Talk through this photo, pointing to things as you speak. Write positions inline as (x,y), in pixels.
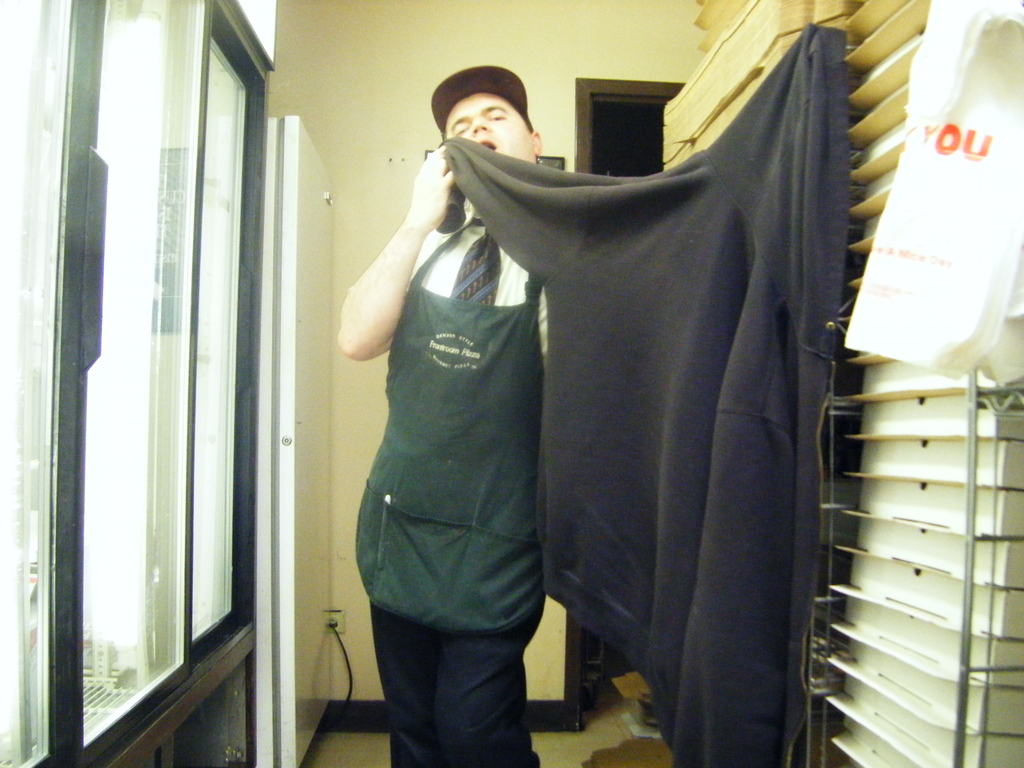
In the image there is a man (460,254) in apron (487,441) standing and holding a hoodie (523,174) on the wall (397,162), on the left side (197,407) there is glass window (208,290).
